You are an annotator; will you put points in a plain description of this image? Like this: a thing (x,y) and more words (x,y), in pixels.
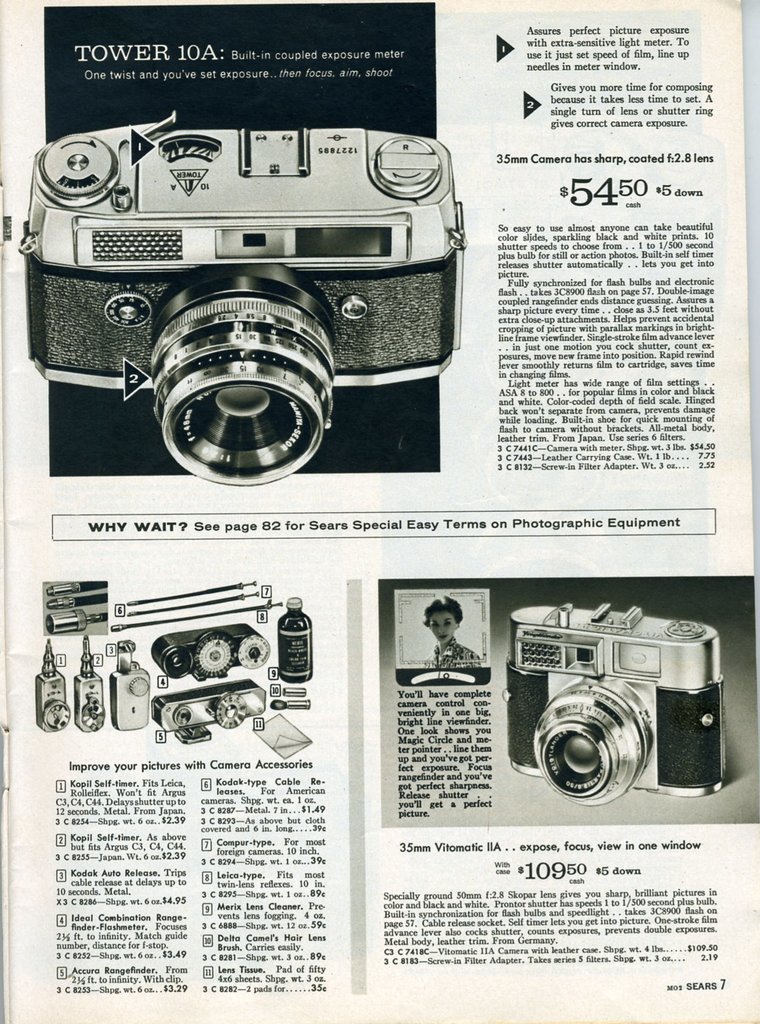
This picture consists of a page (681,268), which contains information about a camera (321,399) in the image.
